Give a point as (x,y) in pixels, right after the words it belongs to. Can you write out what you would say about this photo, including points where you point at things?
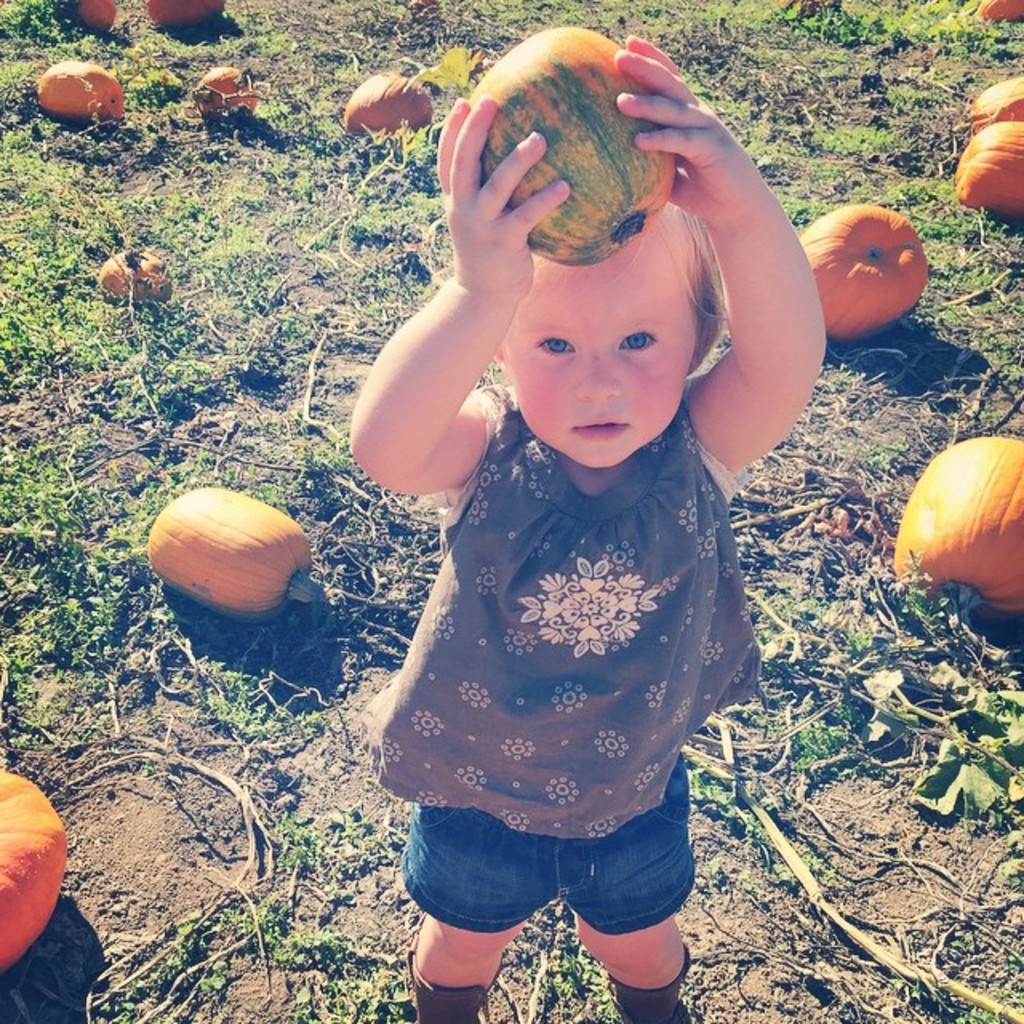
In this picture there is a girl (541,525) standing and holding a pumpkin (526,89) and we can see pumpkins (829,267) on the ground (159,486) and plants (159,486).
